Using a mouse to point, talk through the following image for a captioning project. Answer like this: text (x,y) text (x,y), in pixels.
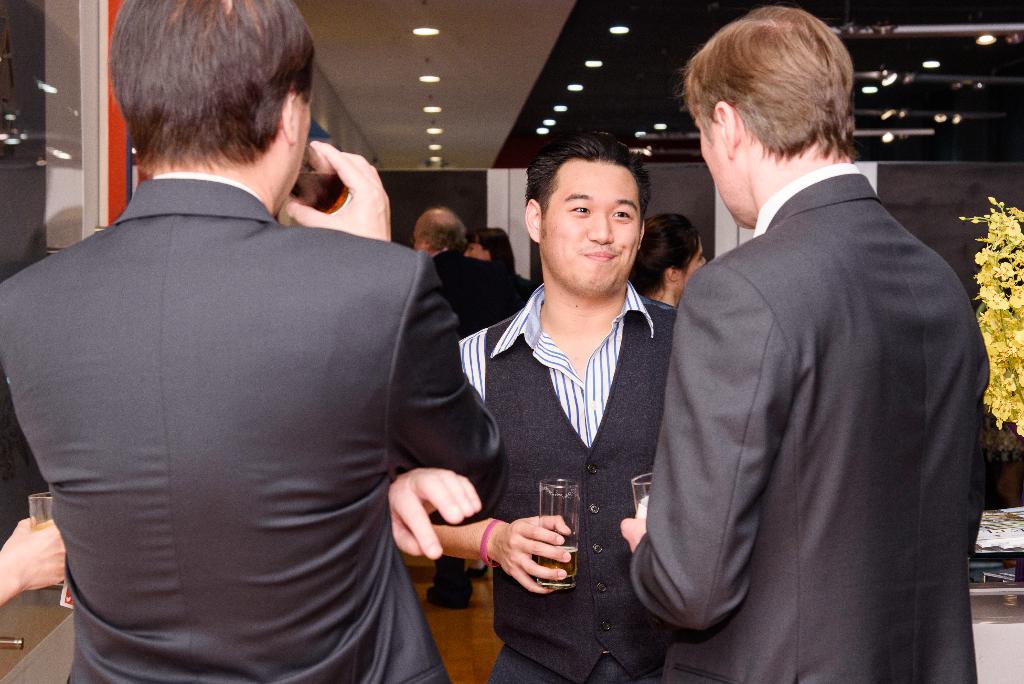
In this image we can see group of people (426,255) wearing coat (263,480) are standing. One person (618,460) is holding a glass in his hand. In the background (1012,281), we can see a plant (1020,302) and some lights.
